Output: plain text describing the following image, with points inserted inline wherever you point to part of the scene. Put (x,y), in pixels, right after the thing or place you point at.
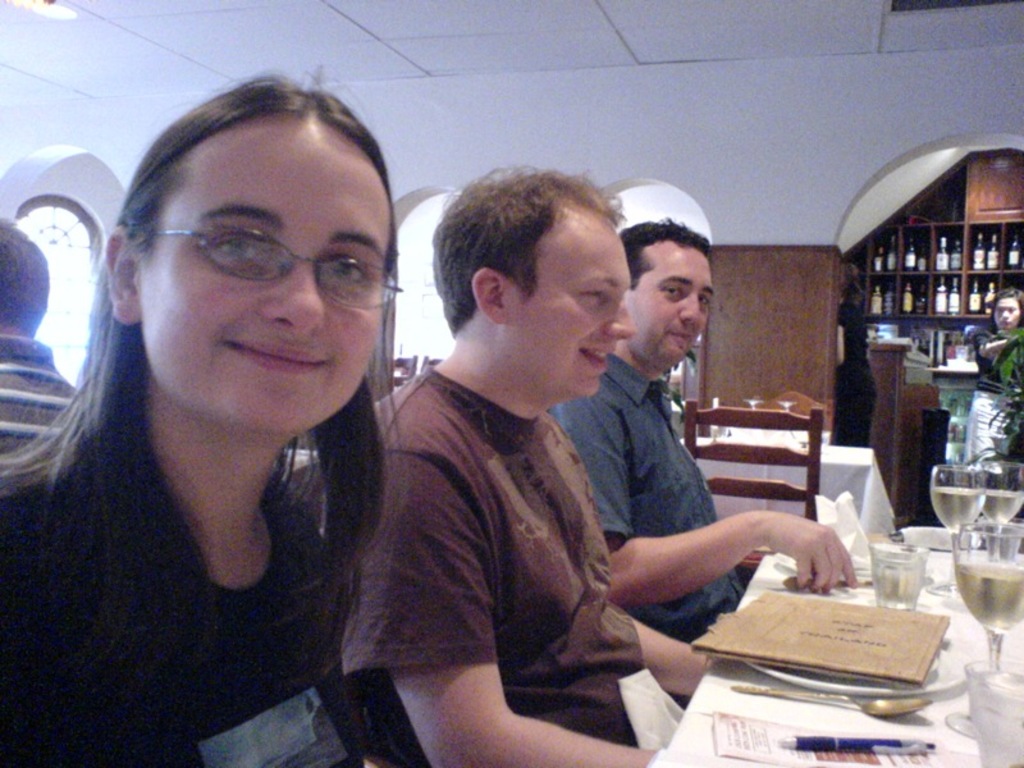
This picture shows few people (650,513) seated and we see glasses (1021,557) and menu card (825,659) and paper (845,765) with pen (871,738) and couple of plates (813,682) on the table (738,610) and we see a spoon (842,702) and we see a woman (983,389) standing and few bottles (889,306) in the cupboard (1001,262) and few chairs (784,423) and tables (759,441) and a man (45,298) seated on the back (43,393).
